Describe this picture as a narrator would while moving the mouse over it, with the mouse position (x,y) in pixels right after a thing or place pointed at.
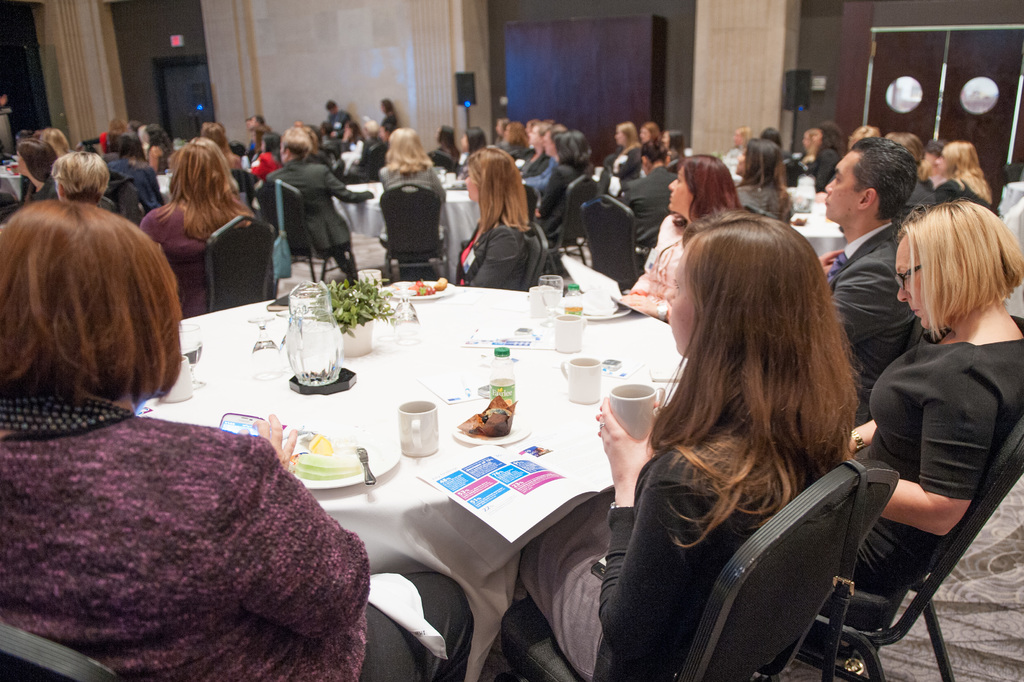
In this picture we can see group of people (819,470) sitting on chairs (399,263) and in front of them on table (287,368) we have jar (287,352) with water (321,355) in it, flower pot (357,326) with plant (357,321) in it, plate (327,437) with food item (337,468) in it, cups (412,410), bottles (508,396), glasses (554,275), book (519,460), papers (505,462) and in background (162,54) we can see wall (581,103), speakers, door (186,93).
